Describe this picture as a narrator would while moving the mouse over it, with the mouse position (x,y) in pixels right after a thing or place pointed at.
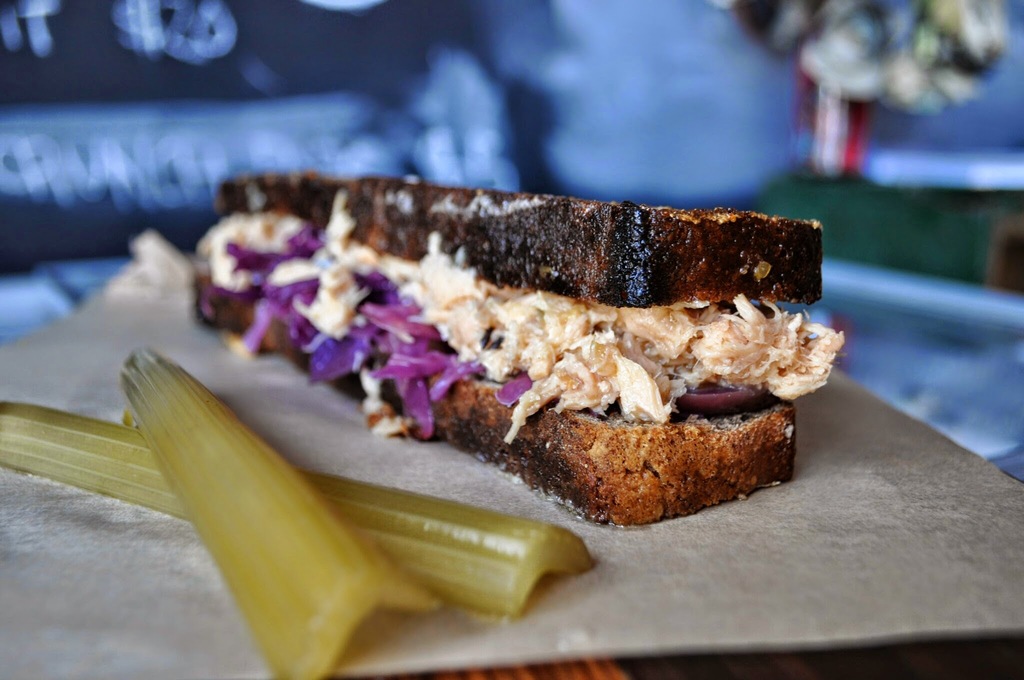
On the table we can see sandwich (402,362), bread (539,279) and vegetable (55,455). On the top right corner (898,29) there is a flower pot (885,42). Here we can see banner (201,117).
